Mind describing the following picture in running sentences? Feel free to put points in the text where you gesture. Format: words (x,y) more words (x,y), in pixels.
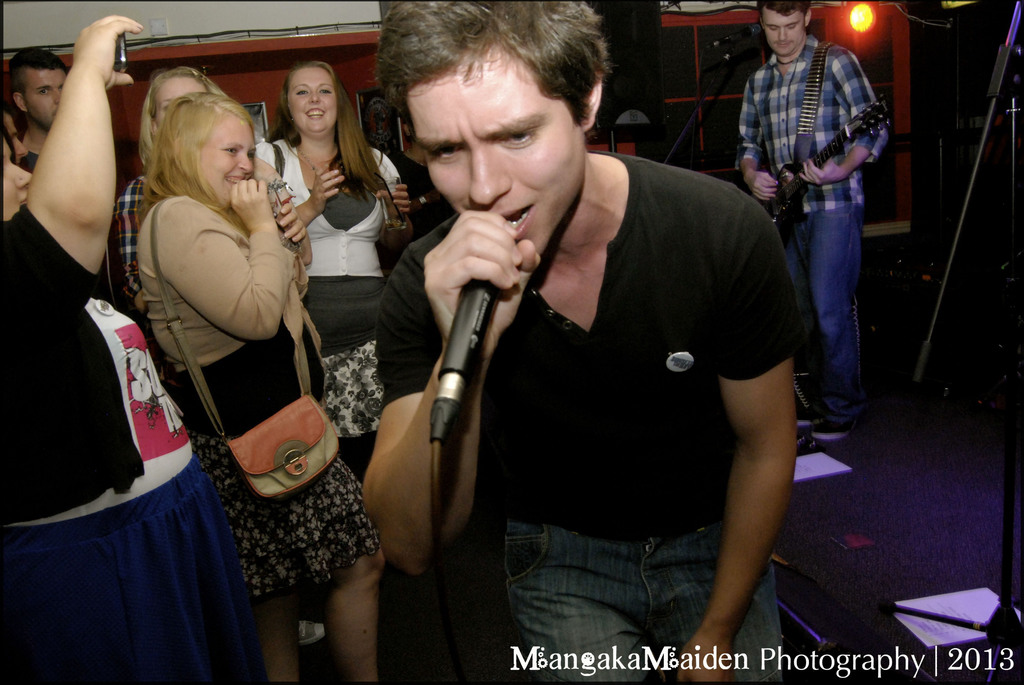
In this picture we can see a person (494,368) who is singing on the mike (489,299). And this person (784,6) is standing and playing a guitar (833,142). And here we can see some group of people (245,328) and listening to him. And there is a light (863,15) in the background (858,27).
